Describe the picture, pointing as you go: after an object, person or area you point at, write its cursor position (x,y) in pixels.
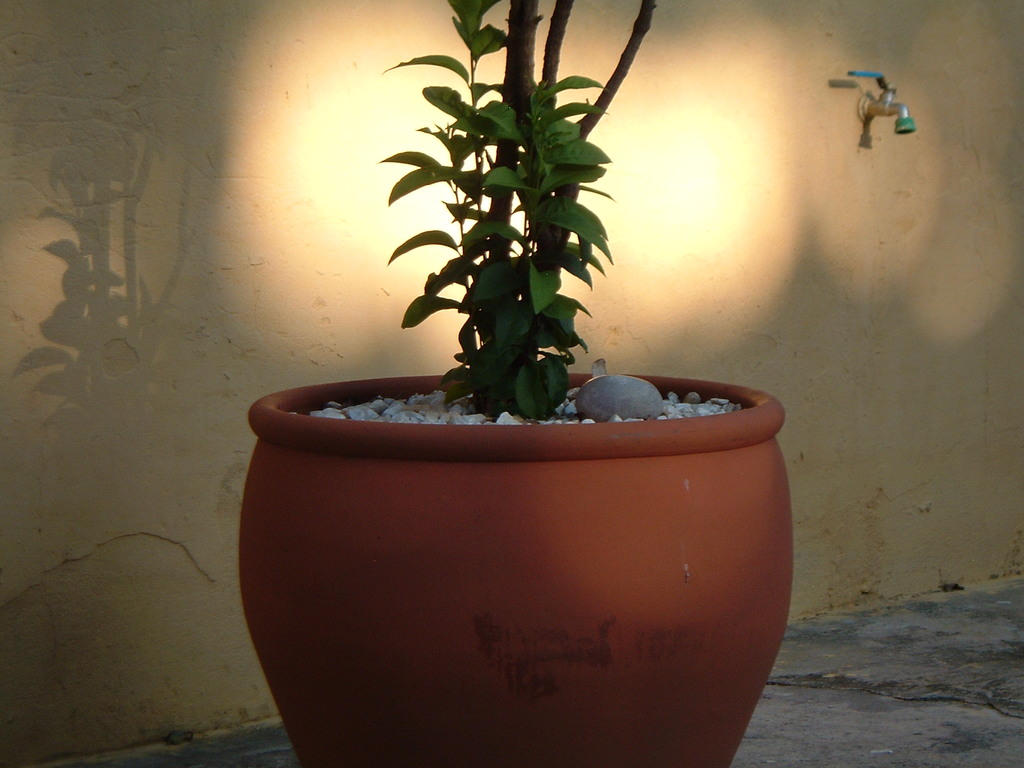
In this picture I can see a tap (906,107) to the wall (862,91) and a plant (449,377) in the pot (611,447) and few stones (410,414) and the pot (415,390) is brown in color.
